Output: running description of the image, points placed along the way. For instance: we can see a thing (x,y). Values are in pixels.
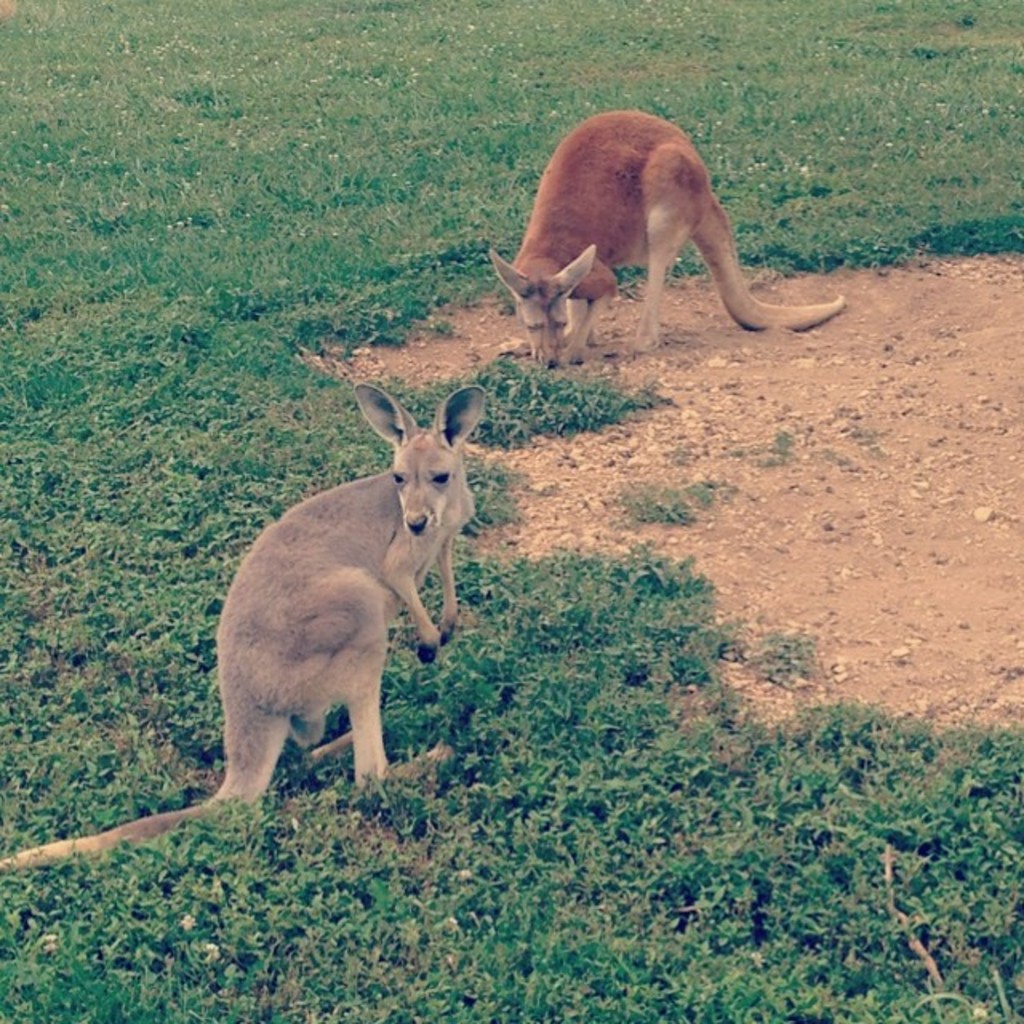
In this image I can see two kangaroos (335,583) which are brown, grey and cream in color are standing on the ground (675,365). I can see some grass (426,594) on the ground (426,594) which is green in color.
